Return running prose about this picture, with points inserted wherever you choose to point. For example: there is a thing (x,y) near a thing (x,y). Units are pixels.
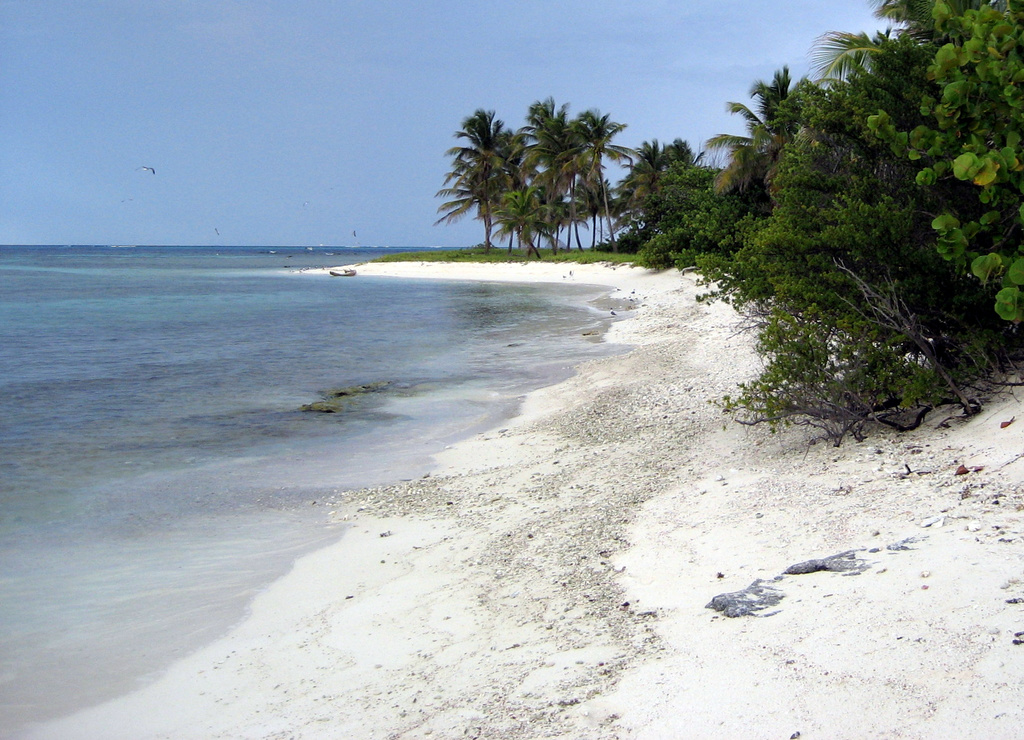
At the bottom (537,542), we see the sand (668,616) and the stones (591,573). On the right side (804,294), we see the trees (826,329). On the left side (198,459), we see water (223,492) and this water (275,396) might be in the sea (75,392). In the middle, we see a boat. There are trees (532,242) in the background (487,222). At the top (267,103), we see the sky (274,176). This picture might be clicked at the seashore (562,532).
